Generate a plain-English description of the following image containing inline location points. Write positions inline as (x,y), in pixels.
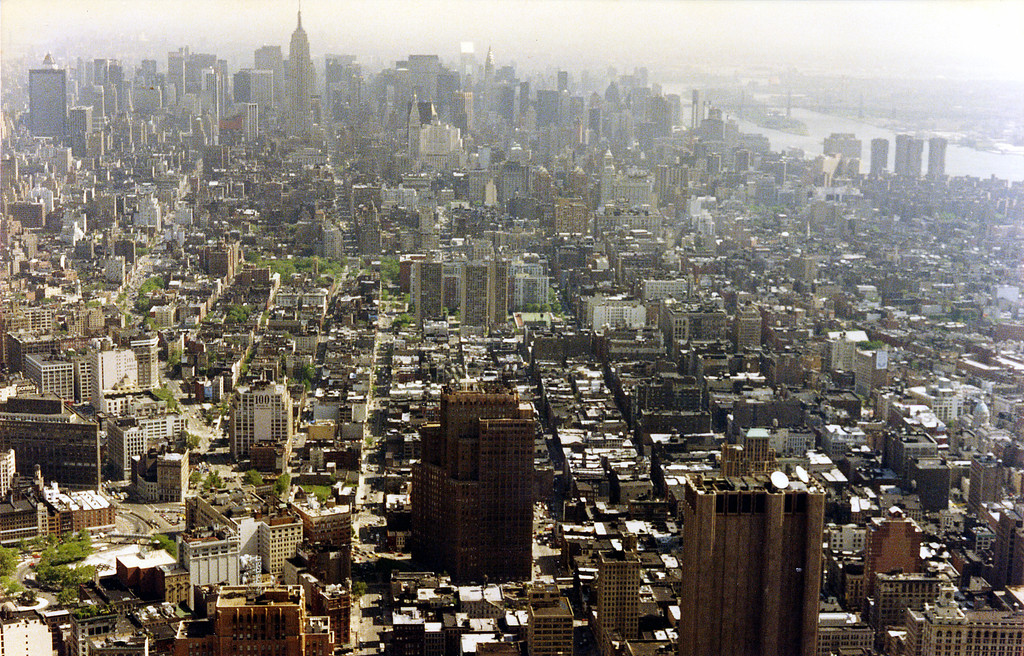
In this image I can see houses (602,470), buildings (155,453), grass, trees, towers (608,164) and lake (895,157). On the top (598,61) I can see the sky (598,61). This image is taken during a day.
